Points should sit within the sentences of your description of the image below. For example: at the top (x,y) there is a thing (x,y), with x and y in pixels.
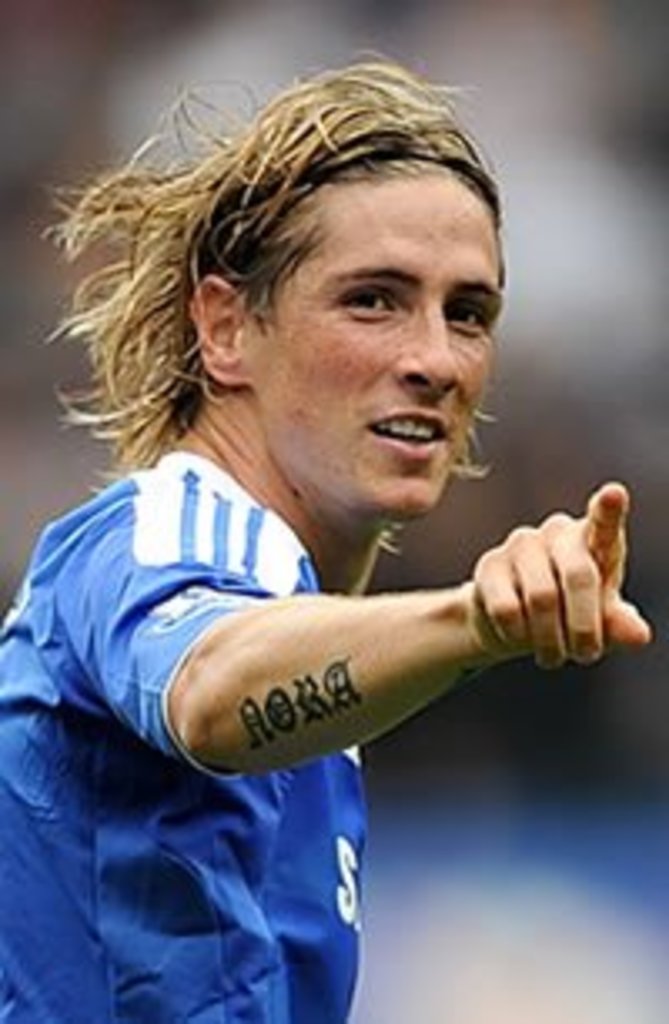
In this image I can see a person (231,405) wearing blue and white t shirt (163,530) and the blurry background (49,464).
